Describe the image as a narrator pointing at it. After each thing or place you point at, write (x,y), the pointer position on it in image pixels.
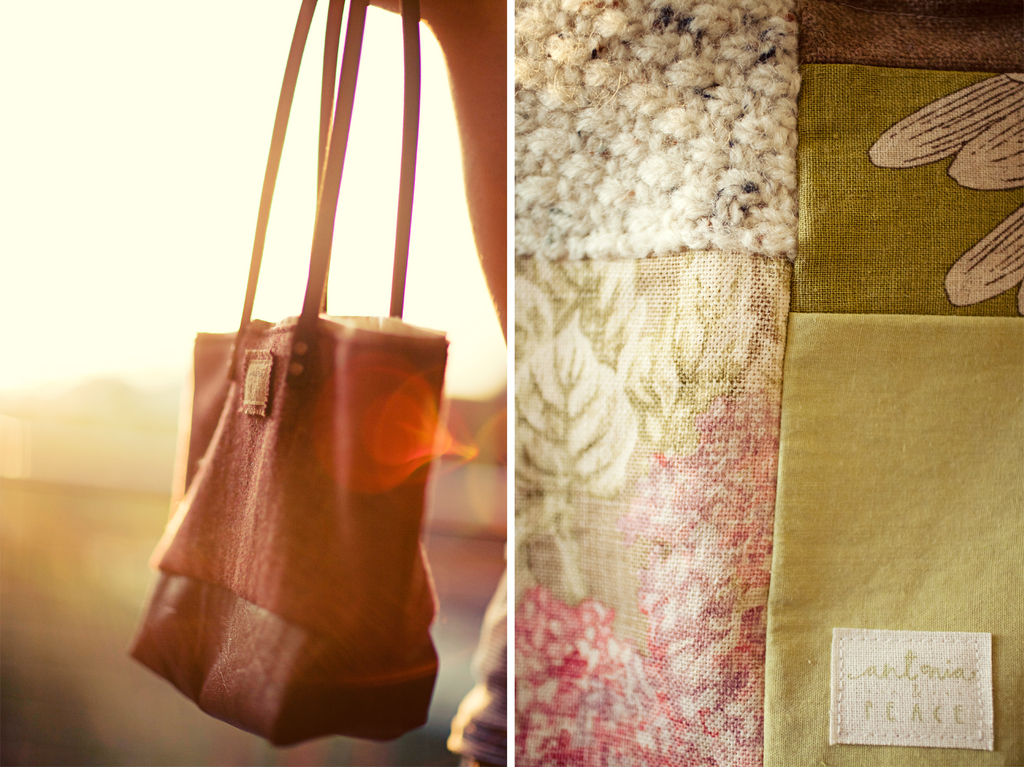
In the image there is a person (478,33) holding a bag (304,500) which is in red color. On right side (830,454) there is a cloth (902,517), in background (148,399) we can see mountains (101,400) and sky (119,175) is on top (117,156).
